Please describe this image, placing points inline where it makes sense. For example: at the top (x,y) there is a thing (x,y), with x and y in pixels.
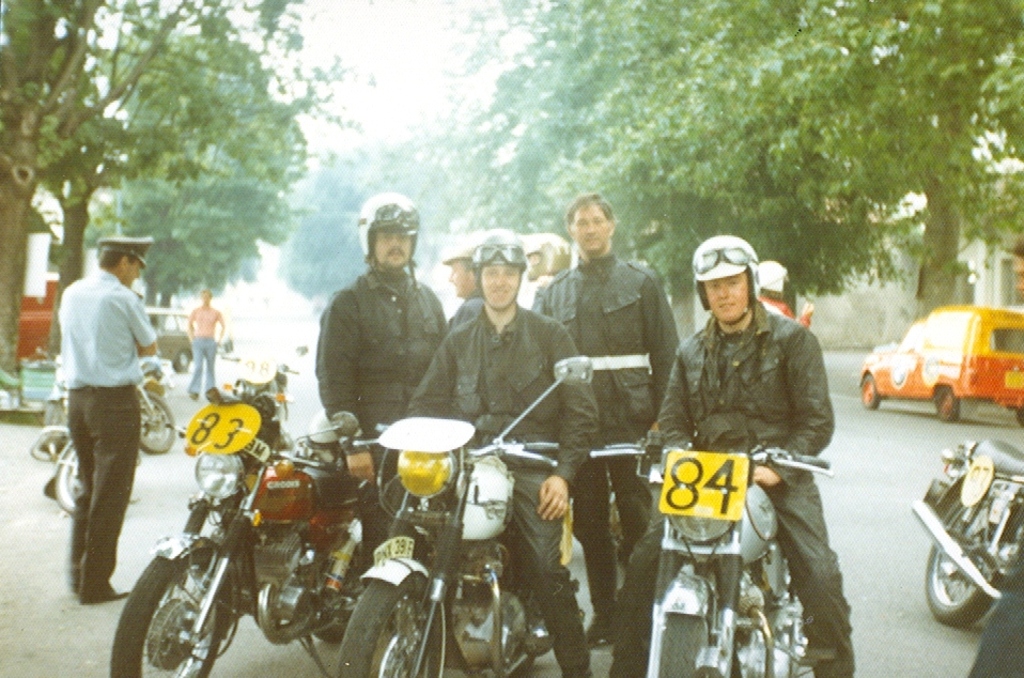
This picture is of outside. In the foreground (528,576) we can see the two persons (723,380) wearing black color shirt (694,411) and sitting on the bikes (456,584) and there are two persons (422,296) behind them wearing black color shirts (615,324) and standing. On the left (235,512) there is a red color bike (281,553) and there is a man (94,301) wearing white color shirt (103,353) and standing. In the background (952,357) we can see a car (944,357), tree (874,92), sky (365,58) and a person (198,345) seems to be walking.
